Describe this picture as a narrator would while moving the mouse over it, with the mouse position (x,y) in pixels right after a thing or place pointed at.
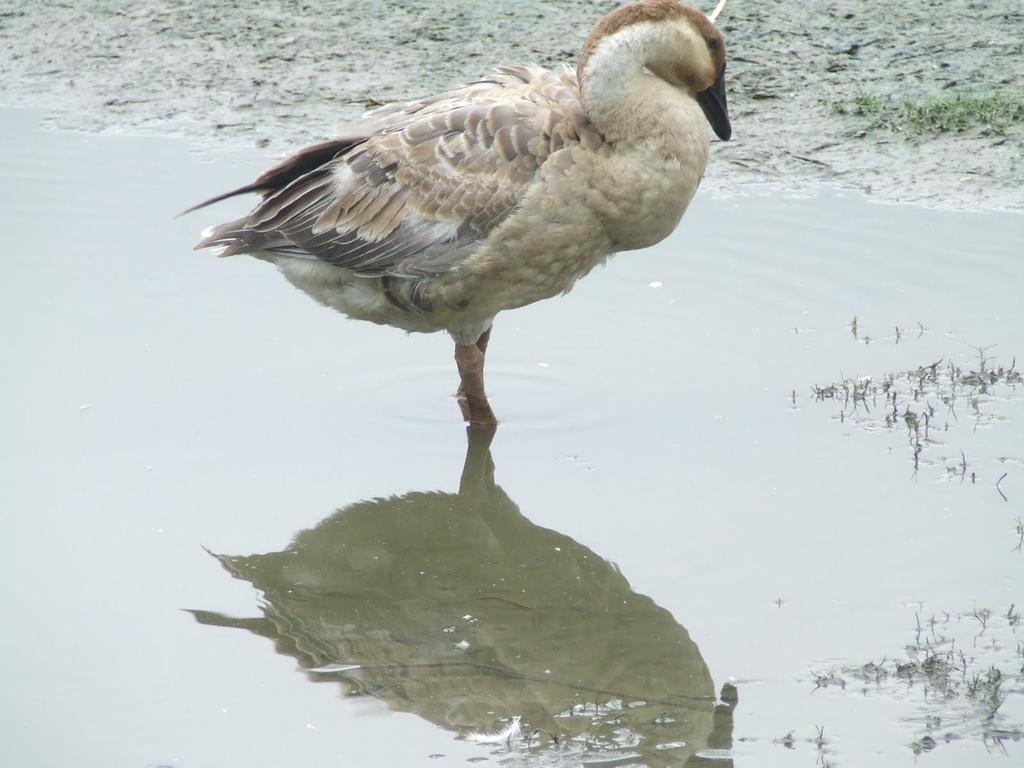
In this image I can see the bird (363,302) in the water (675,329) and the bird (512,184) is in cream and brown color. In the background (990,100) the grass (908,105) is in green color.
